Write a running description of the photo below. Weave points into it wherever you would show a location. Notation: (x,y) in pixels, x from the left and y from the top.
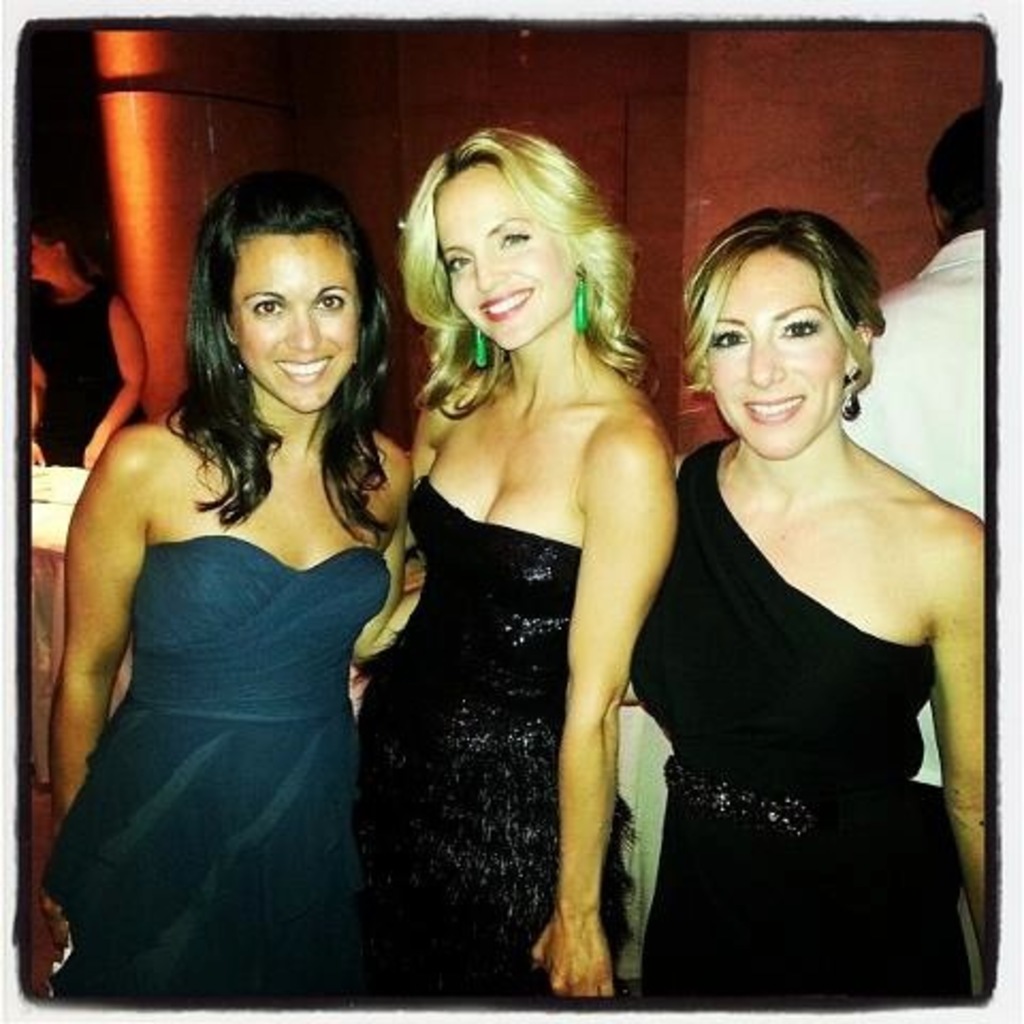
In this image I can see three persons (553,690) standing. In front (551,621) the person (688,621) is wearing black color dress (754,625) and the person (190,626) at left (190,626) is wearing blue color dress (171,635). Background (919,392) I can the other person (915,409) standing and the wall (672,88) is in brown color.
